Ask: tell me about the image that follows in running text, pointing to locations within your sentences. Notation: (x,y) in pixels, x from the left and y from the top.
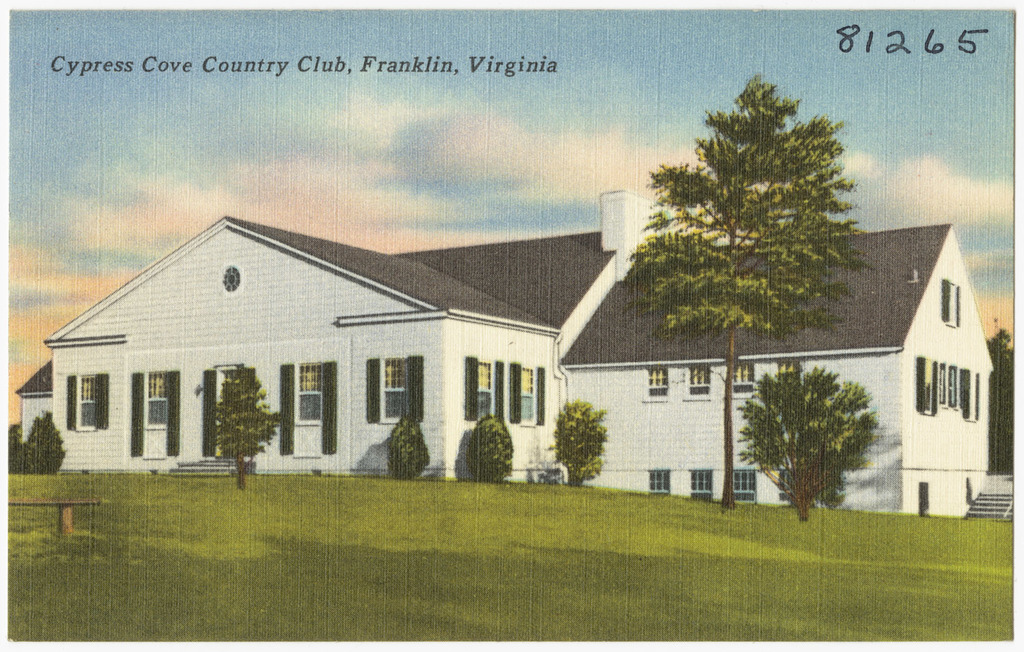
In this picture we can see grass (95,536), bench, trees (767,410) and house (786,360). In the background of the image (540,128) we can see sky (526,185). At the top of the image (535,63) we can see text (547,73) and number (927,50).
